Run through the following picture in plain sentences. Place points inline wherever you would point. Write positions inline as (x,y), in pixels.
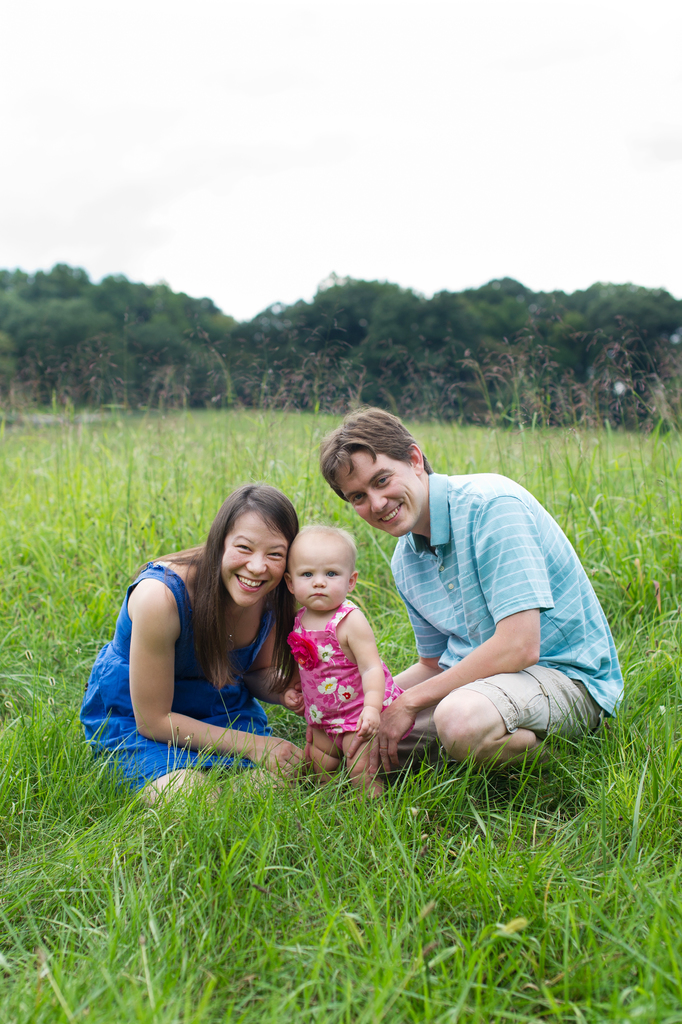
In this image I can see an open grass ground (223,902) and on it I can see a woman (262,621), a man (452,729) and a child (351,635). I can also see smile on few faces (375,462) and in the background (258,339) I can see number of trees (413,336). I can see this image is little bit blurry from background (642,270).
